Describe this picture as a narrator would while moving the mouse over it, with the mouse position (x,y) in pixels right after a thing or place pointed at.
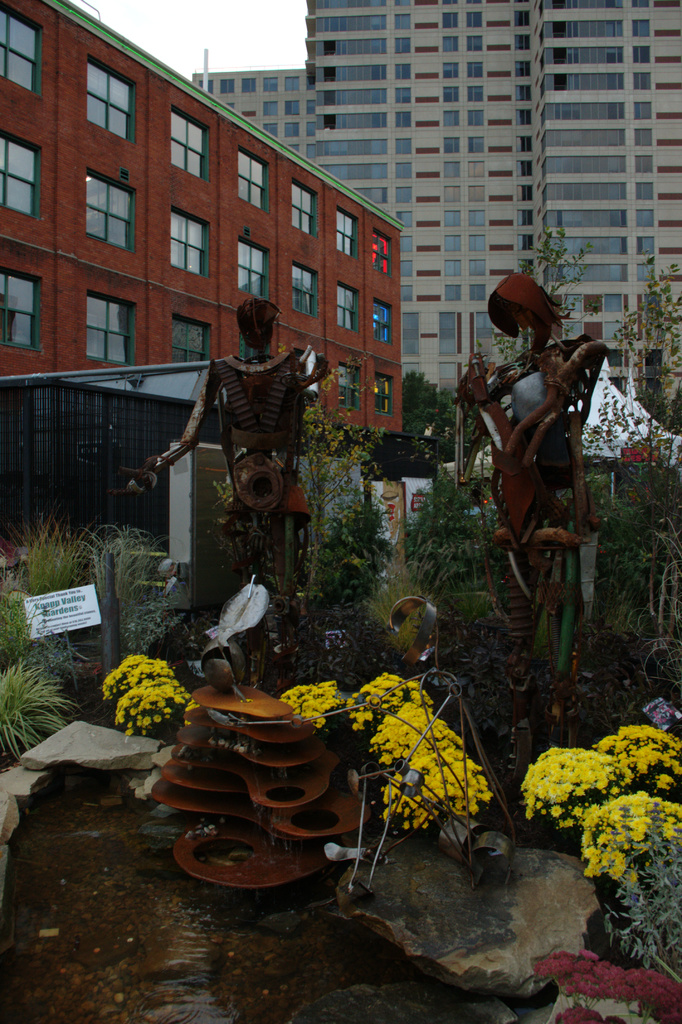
There are some plants (366,624) and other objects (326,794) are kept at the bottom of this image (406,850) and there are some buildings (317,340) in the background (400,340). There is a sky (205,20) at the top of this image (198,45).
